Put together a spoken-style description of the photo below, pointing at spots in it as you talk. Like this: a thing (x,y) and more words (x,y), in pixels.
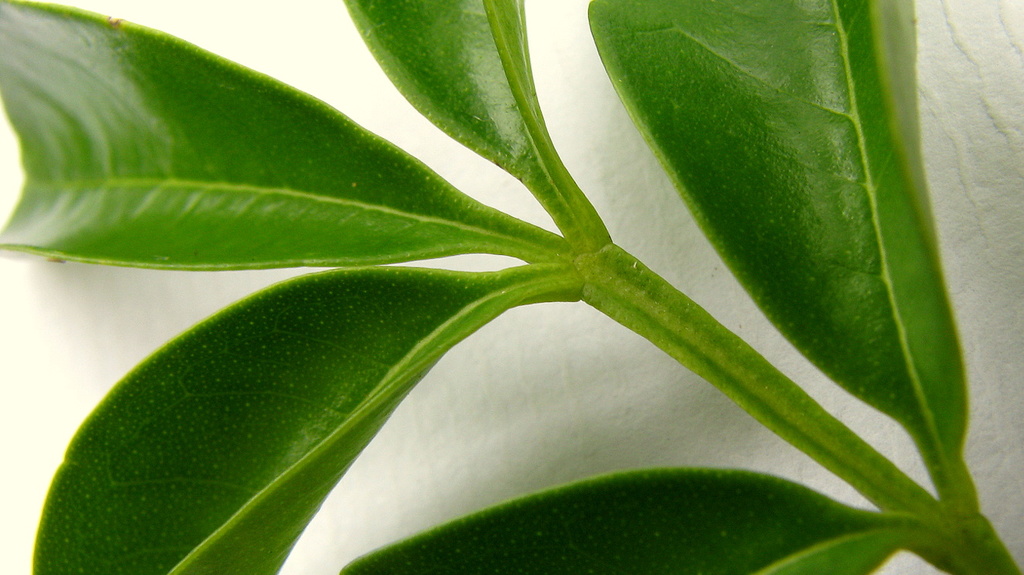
In this image there are leaves (352,382). The background (261,23) is white.
